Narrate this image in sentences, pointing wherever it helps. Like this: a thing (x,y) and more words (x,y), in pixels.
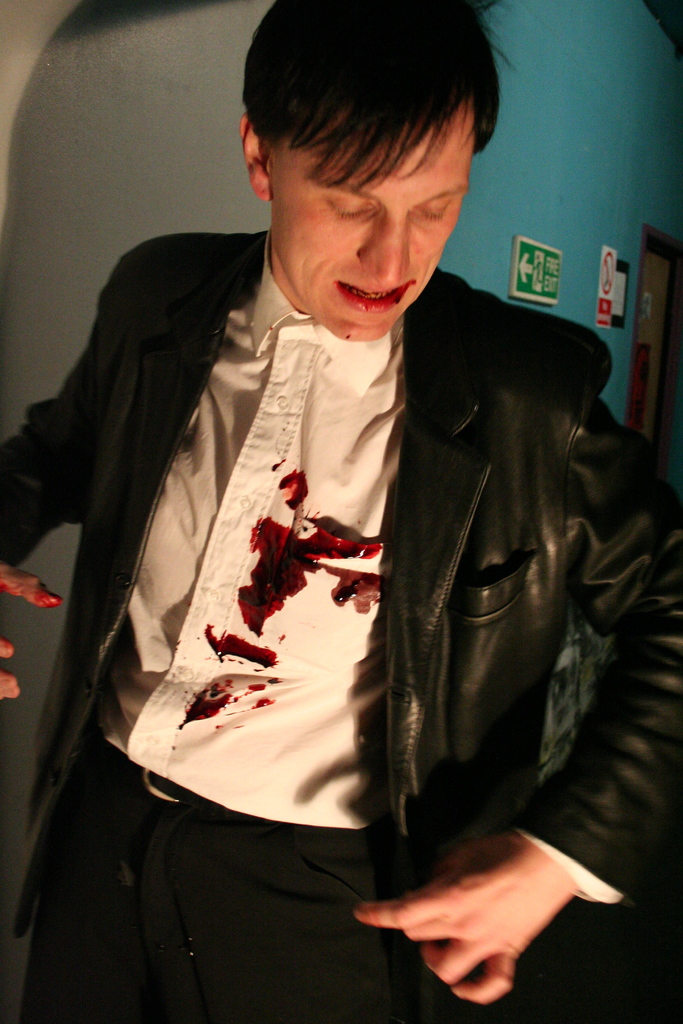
In this picture there is a man (132,697) who is standing in the center of the image (450,642) and there is a door (644,285) on the right side of the image (672,236), there is blood spots (285,537) on his shirt (312,577).
